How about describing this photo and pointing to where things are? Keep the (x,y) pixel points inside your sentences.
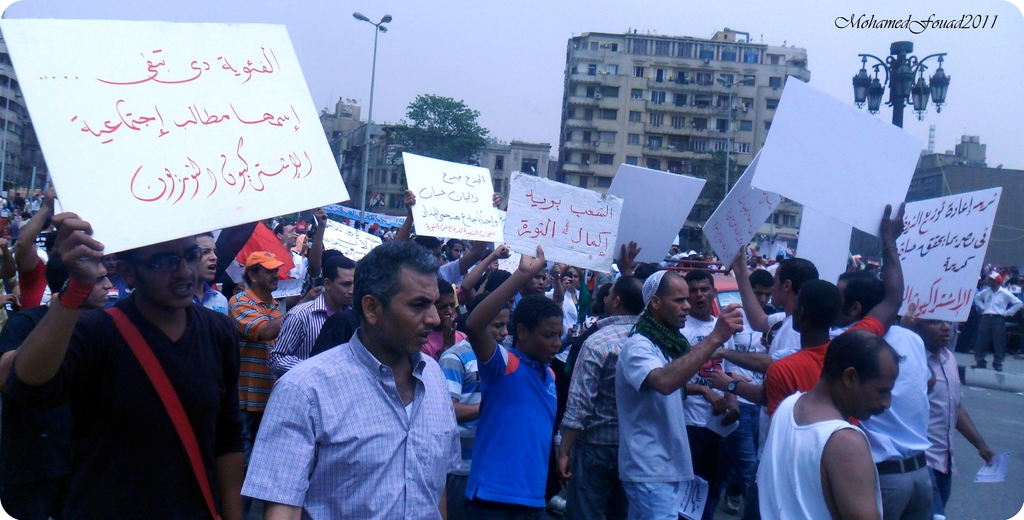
In the foreground of the picture (411,250) there are people (573,343) holding placards (936,212). In the center of the picture (352,175) there are street lights (860,99), buildings (377,145), trees (436,135) and other objects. In the background (535,16) it is sky (577,28), sky (574,31) is cloudy.
